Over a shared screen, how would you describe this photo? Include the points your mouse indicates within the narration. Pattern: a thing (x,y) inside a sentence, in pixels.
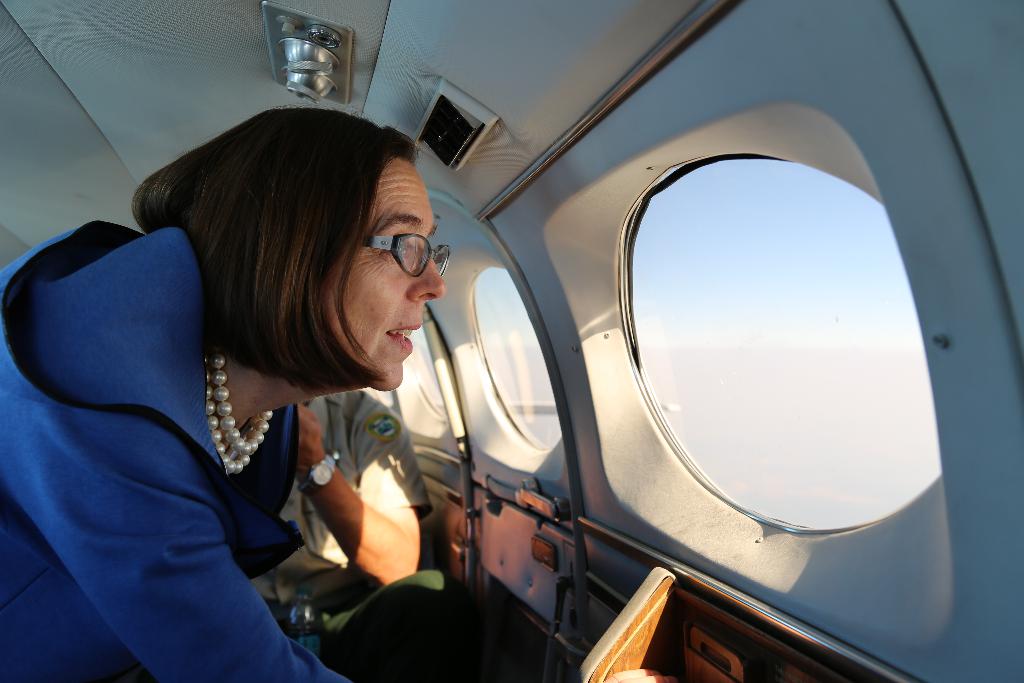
In this image we can see an inside of an aircraft (640,559). There are two persons (388,473) in the aircrafts (425,461). Through the windows (771,339) of the aircraft (578,368) we can see the sky (718,374).
